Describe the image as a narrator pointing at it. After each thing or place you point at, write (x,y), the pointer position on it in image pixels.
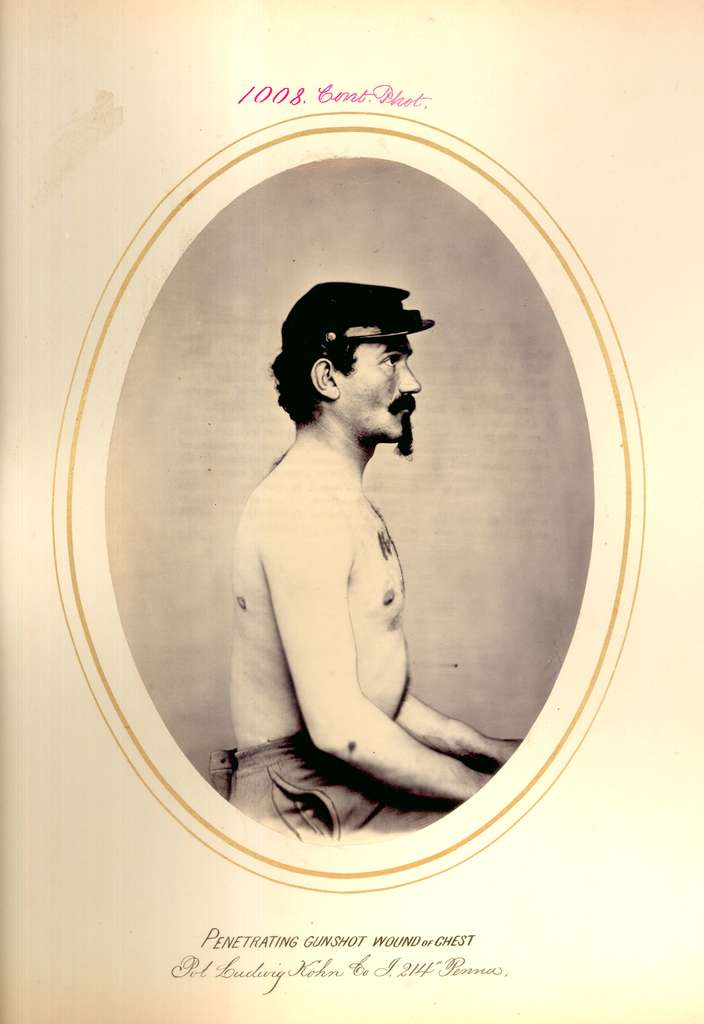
There is a person (310,579) facing towards right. He is wearing a cap (310,319) and a pant (252,798).
